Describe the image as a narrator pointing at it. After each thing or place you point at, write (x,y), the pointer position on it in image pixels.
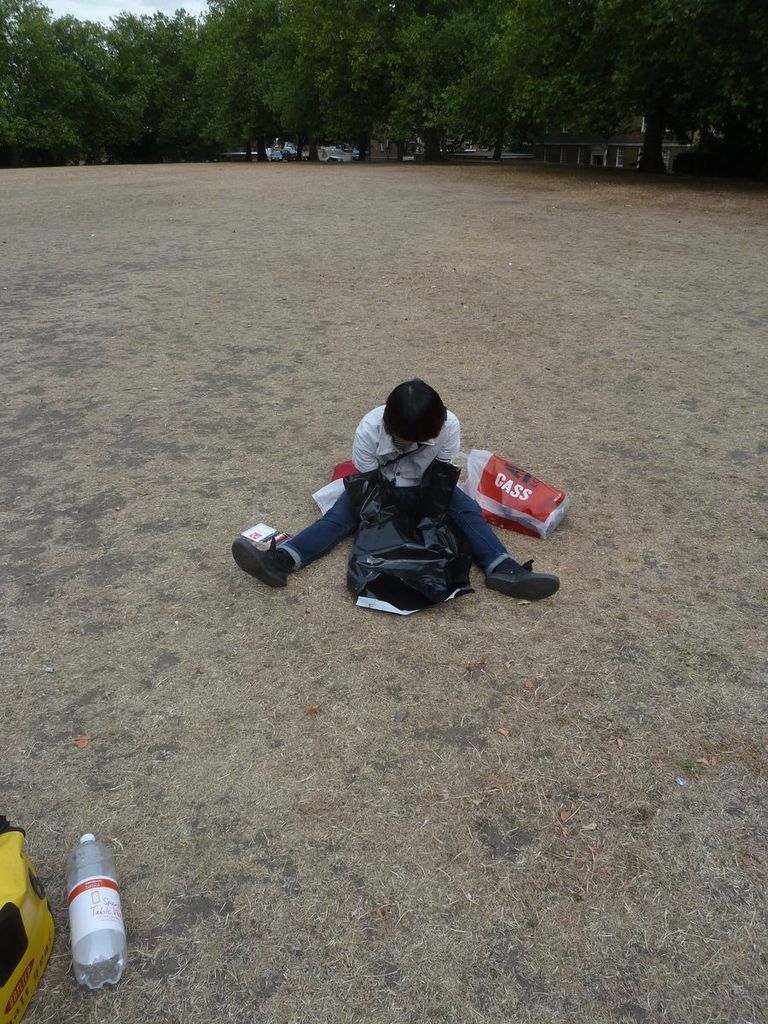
Here we can see a person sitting on the ground (553,757). There are bags (398,524) and a bottle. In the background (43,73) we can see trees (467,83), vehicles (350,153), and sky (148,8).
